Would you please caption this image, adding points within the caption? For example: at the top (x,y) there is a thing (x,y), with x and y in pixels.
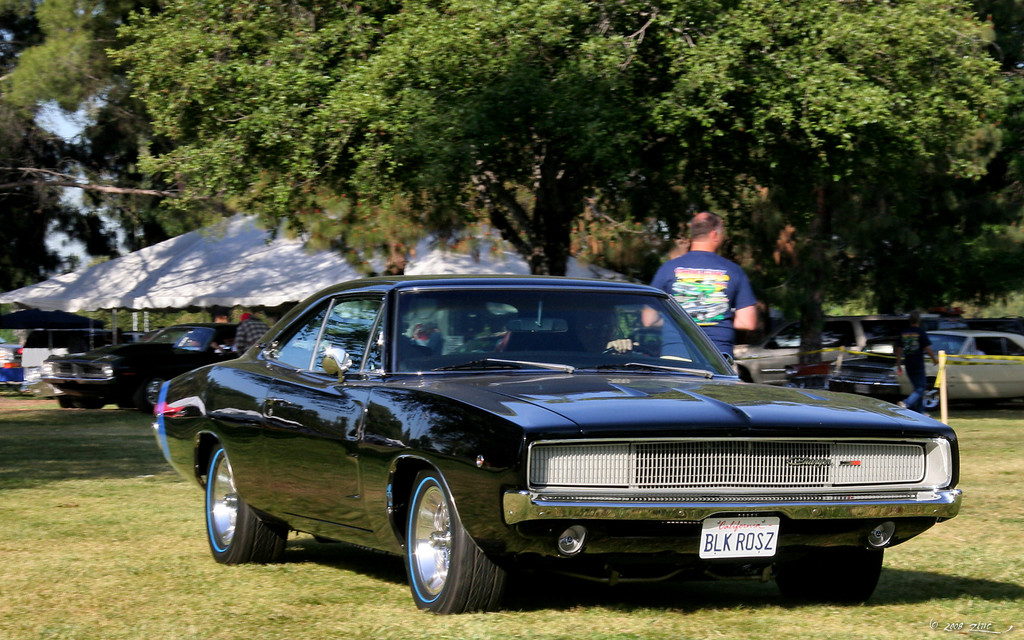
In this picture there are vehicles (856,508) and there are group people (746,321). At the back (260,255) there is a tent (251,249) and there are trees (1018,247). At the top (60,132) there is sky (75,136). At the bottom (104,546) there is grass (82,538).
